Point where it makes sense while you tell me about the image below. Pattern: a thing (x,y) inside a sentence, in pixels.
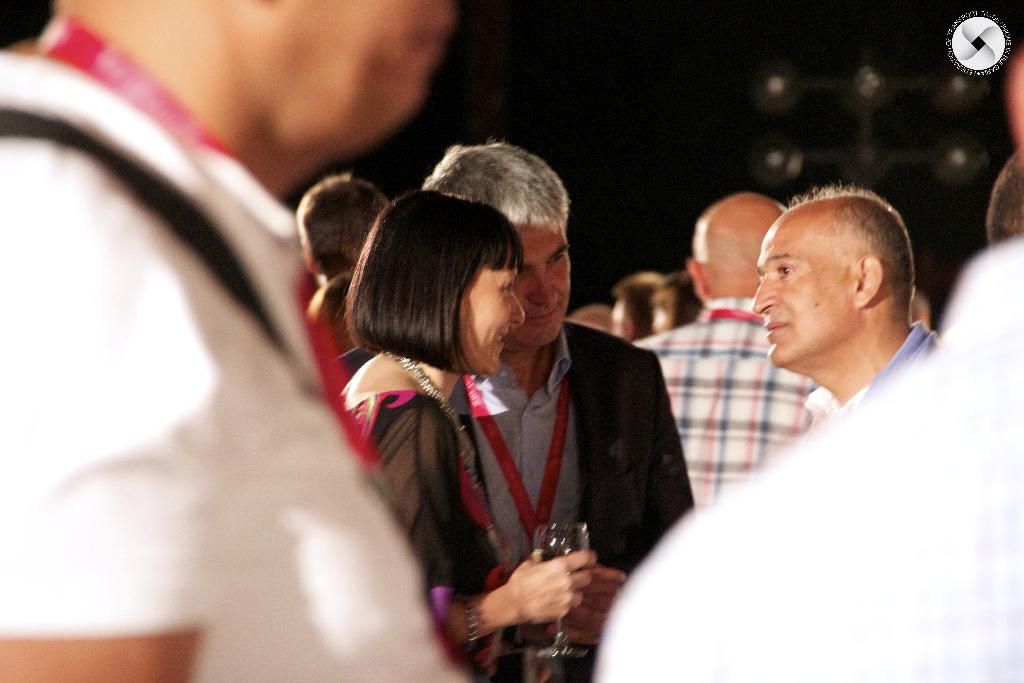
In this image I can see a woman (417,369) wearing black and pink colored dress (413,431) is standing and holding a glass (550,538) in her hand (555,568) and a person (540,440) wearing a shirt (539,428) and blazer (597,414) is standing. I can see few other persons (932,617) standing. In the background (724,374) I can see few persons (639,301) standing in the dark background. To the top right of the image (976,72) I can see the logo (984,50) which is white in color.
